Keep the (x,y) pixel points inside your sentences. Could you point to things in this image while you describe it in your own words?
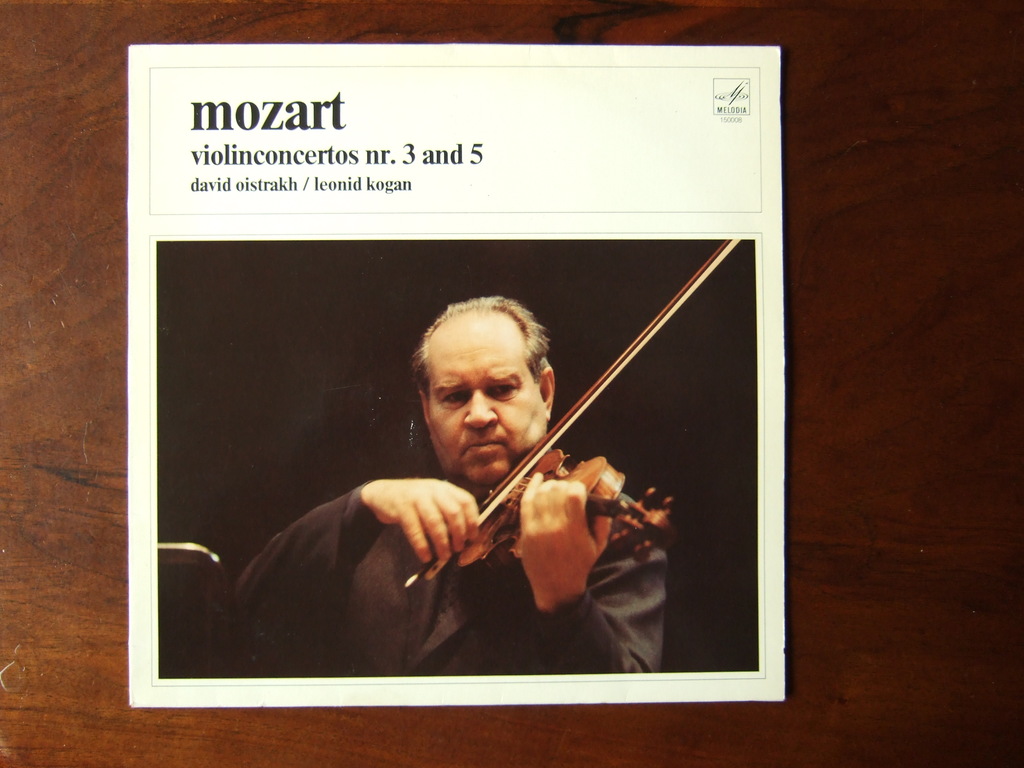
In this picture there is a photograph (428,622) placed on a wooden table (968,42). In the front (344,581) we can see a man (439,554) wearing black color coat (445,607) is playing violin (544,456). Behind there is a black background (314,299). On the top of the image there is a small quote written on it.
